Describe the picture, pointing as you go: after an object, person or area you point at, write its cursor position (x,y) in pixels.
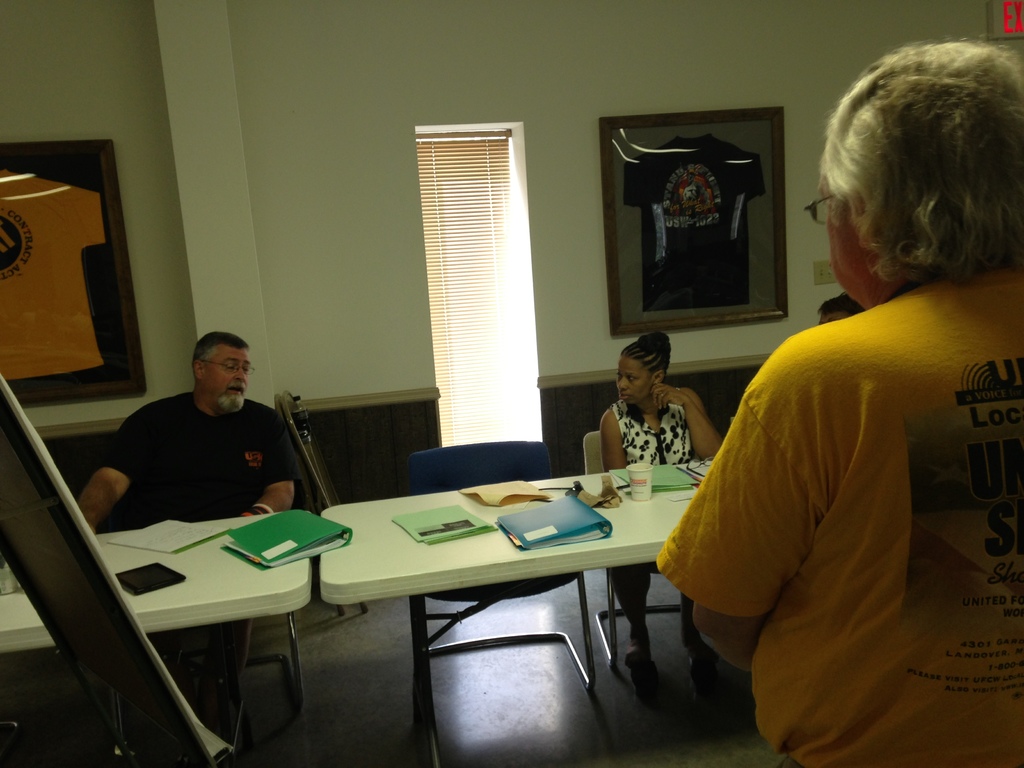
In this picture there are few people (625,371) who are sitting on the chair (469,479). There is a file (257,537), cup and an object (147,583) on the table (196,583). There is a frame (97,318) on the wall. There is a person (868,412) standing.
